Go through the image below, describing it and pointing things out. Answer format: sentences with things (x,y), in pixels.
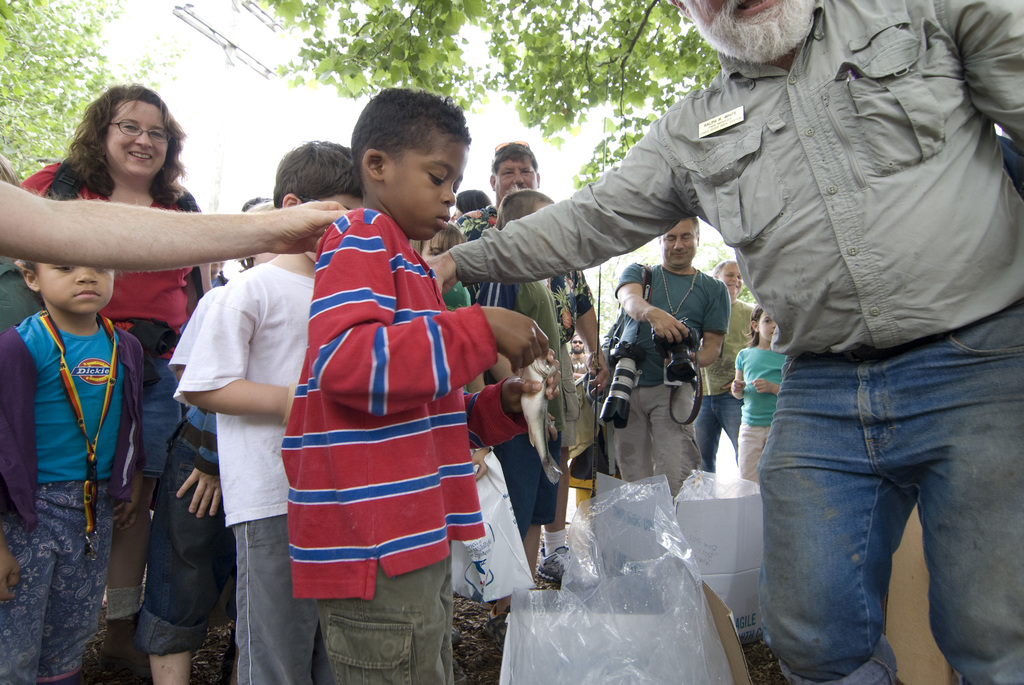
In this image we can see people (874,433) standing. In the center (648,454) there is a man (661,452) standing and holding a camera (689,375) in his hand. At the bottom (638,598) there are covers (640,630) and boxes (749,569). In the background (251,139) there are trees (497,34) and sky (212,121).
